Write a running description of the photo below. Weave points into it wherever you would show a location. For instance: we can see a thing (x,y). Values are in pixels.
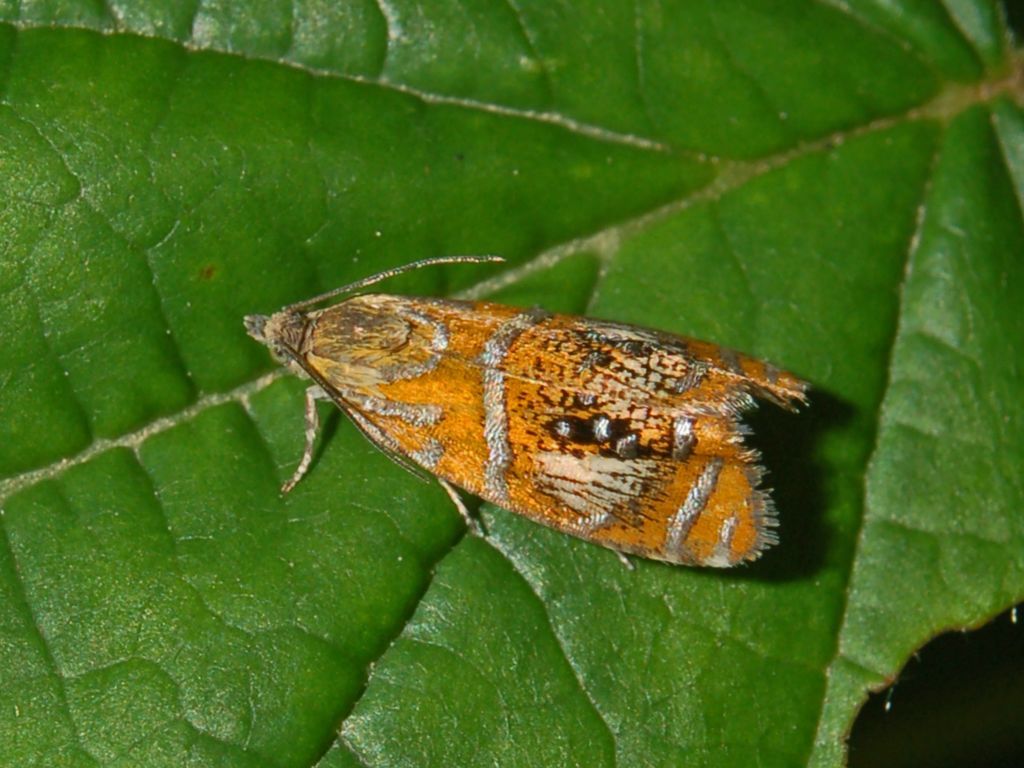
In the center of the image (374,328) we can see a moth (508,356) on the leaf (238,224).
